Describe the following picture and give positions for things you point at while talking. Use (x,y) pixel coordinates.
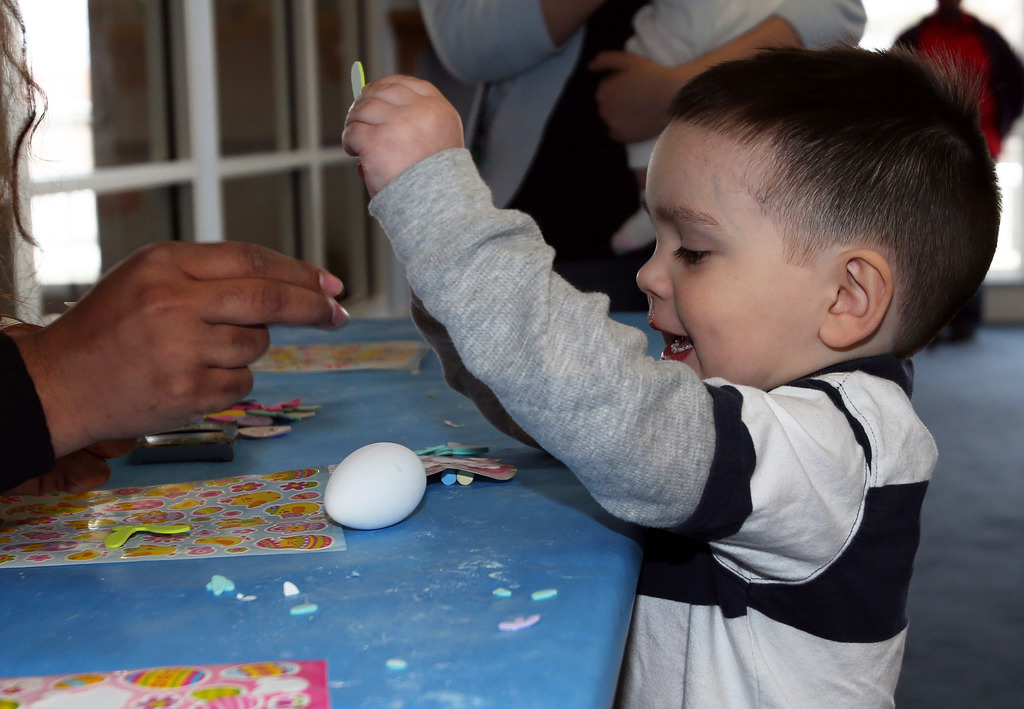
In this image there is a boy (420,224) holding some object (358,66). In front of him there is a table (467,508). On top of it there is a egg (395,512) and a few other objects (318,490). Beside him there is a person (562,138) holding the baby (749,5). On the left side of the image (255,257) we can see the hands (259,304) of a person (169,356). There is a glass window (90,233). In the background of the image (955,42) there is a person (972,45) standing on the floor (1018,434).
